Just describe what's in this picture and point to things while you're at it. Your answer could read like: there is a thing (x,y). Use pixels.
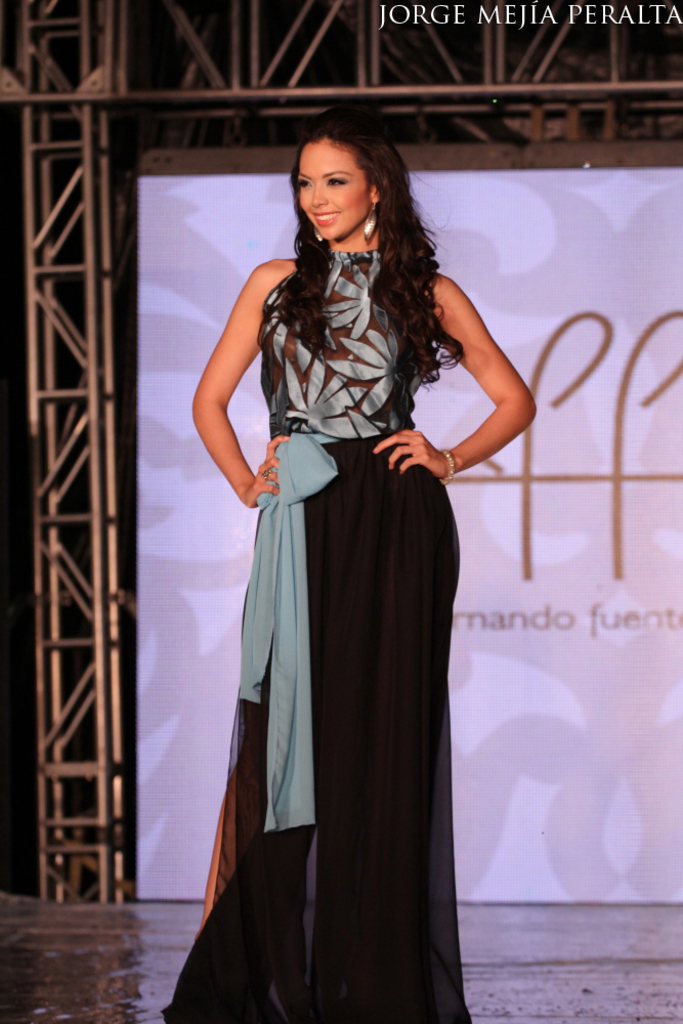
In this image we can see a woman (349,552) standing and smiling, in the background (190,304), we can see a banner (561,359) with some text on it and also we can see some metal rods (86,182).
